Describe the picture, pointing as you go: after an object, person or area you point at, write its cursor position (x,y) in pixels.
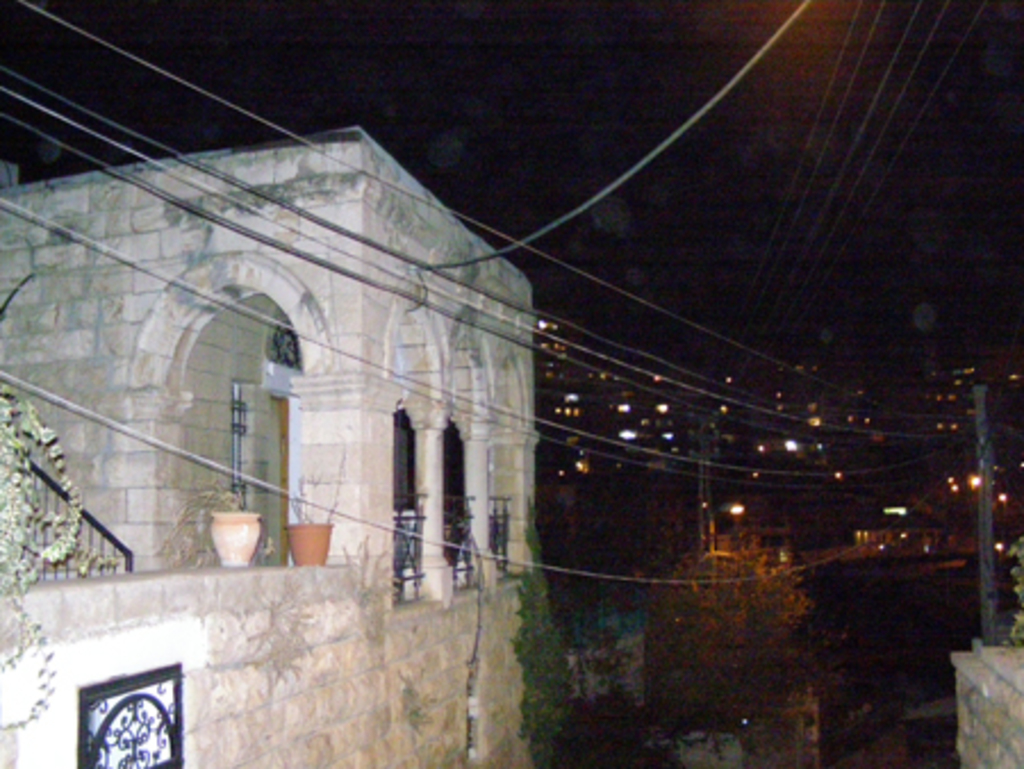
In the middle of the image (362,434) we can see some buildings (377,214), trees (1014,626), poles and wires (568,266). On the building (376,436) we can see some plants (15,443).
